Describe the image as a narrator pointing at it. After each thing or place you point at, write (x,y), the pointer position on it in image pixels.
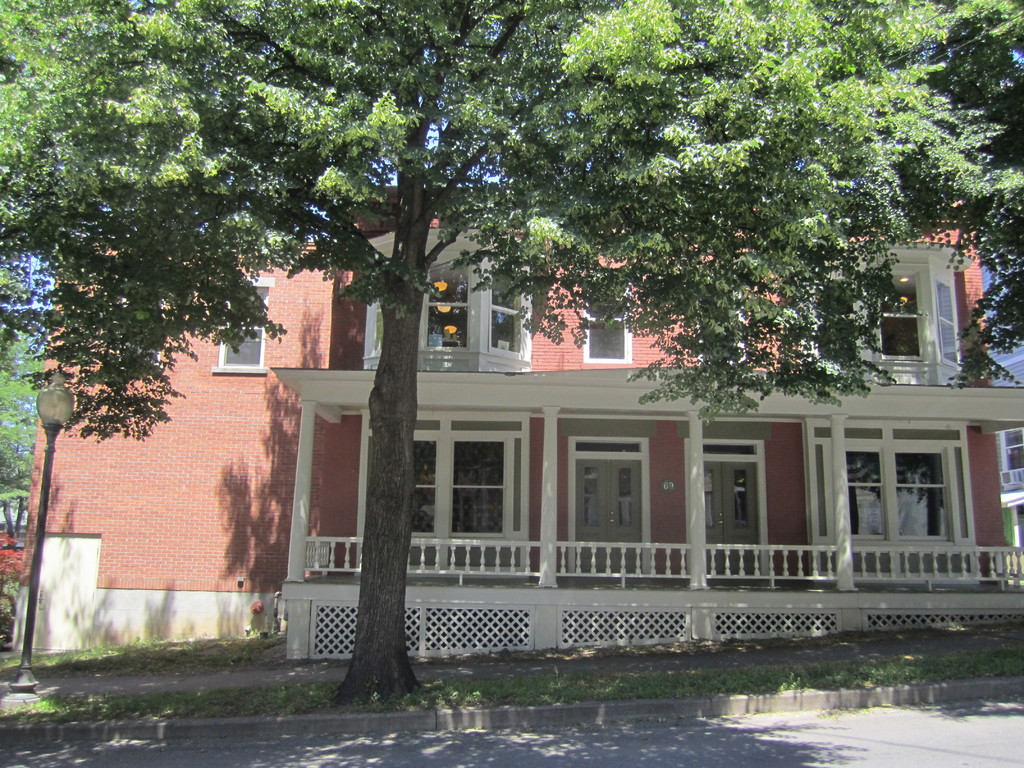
Here we can see a building (693,492), grass (983,671), pole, light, and trees (775,135).
